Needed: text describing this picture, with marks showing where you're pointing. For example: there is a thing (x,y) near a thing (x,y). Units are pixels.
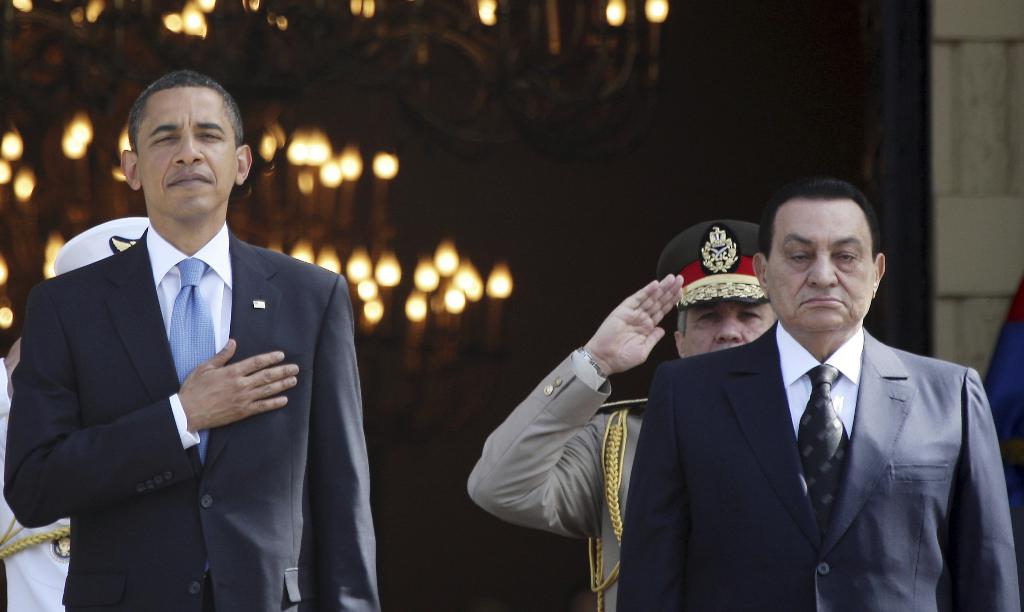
In the foreground (649,465) I can see four persons (143,279) are standing. In the background (606,131) I can see a wall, lights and chandeliers (469,111) are hanged. This image is taken during a day.
